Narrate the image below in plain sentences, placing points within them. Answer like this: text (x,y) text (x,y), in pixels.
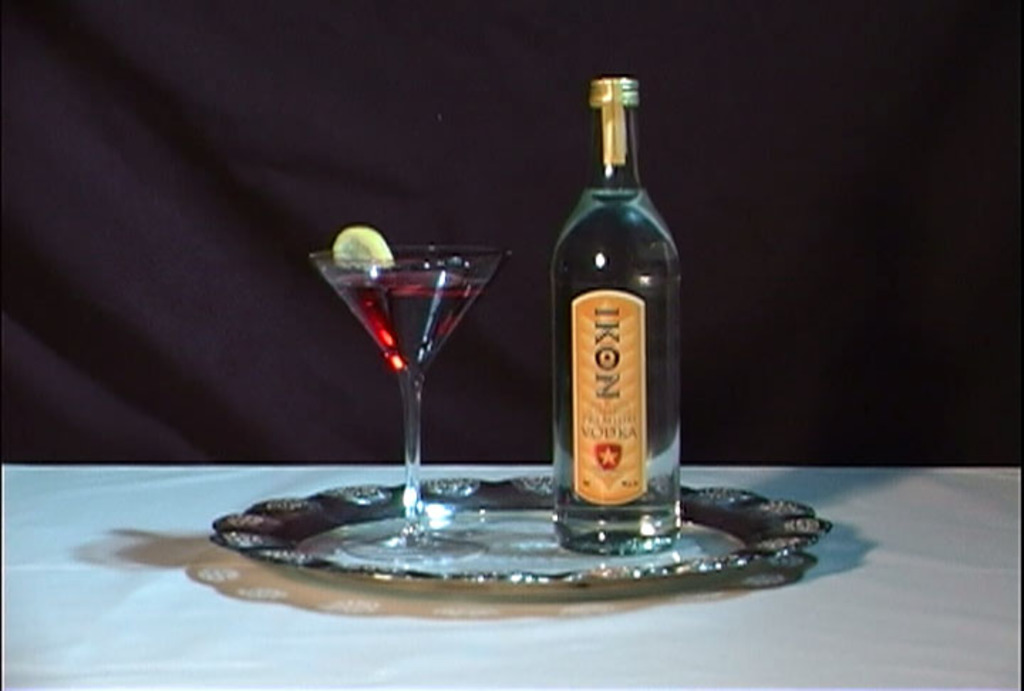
A wine glass (358,281) and vodka bottle (638,337) are placed on a table (93,588).
